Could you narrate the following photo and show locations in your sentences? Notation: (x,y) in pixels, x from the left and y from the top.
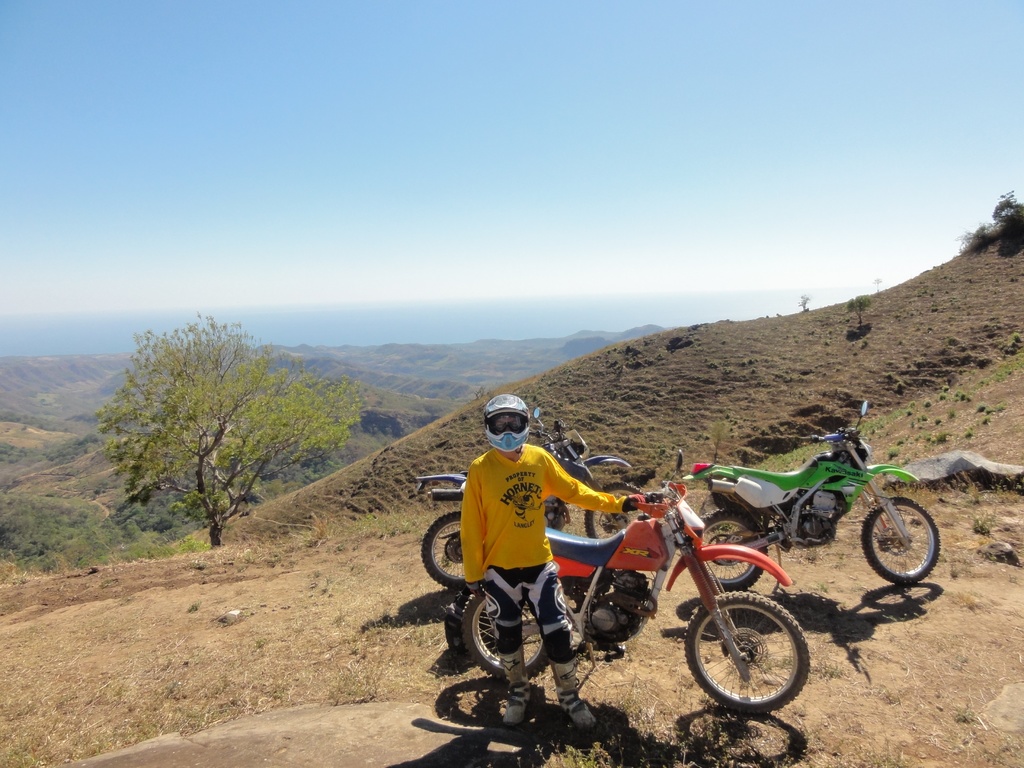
This is an outside view. Here I can see few motorcycles (666,518) on the ground (620,661) and one person (509,500) is wearing helmet (514,435) on the head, standing and giving pose for the picture. On the left side (216,417) there is a tree (201,406). In the background (505,385) there are few hills (571,359). At the top of the image (497,83), I can see the sky (395,109).
